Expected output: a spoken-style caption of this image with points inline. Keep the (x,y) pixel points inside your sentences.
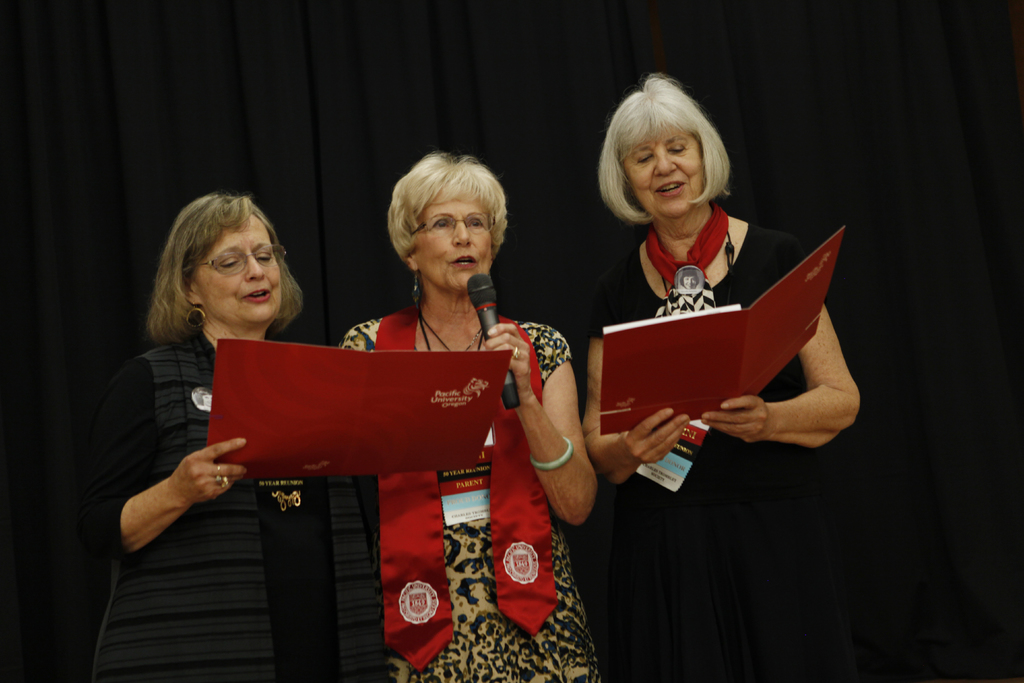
In this image there are three woman (714,434) standing on the stage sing on the microphone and holding cards (686,409) in hand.
